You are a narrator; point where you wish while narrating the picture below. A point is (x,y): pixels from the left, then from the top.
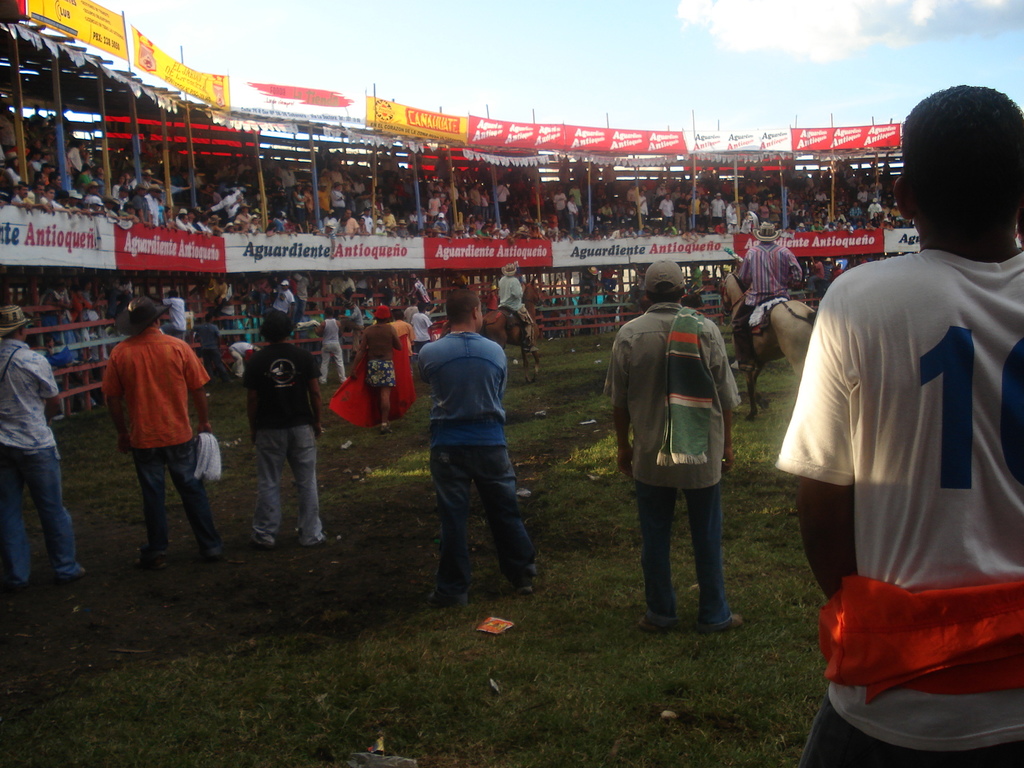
In this image on the ground (142,631) there are many people (488,378), and a few are riding horse (496,321). In the stadium (514,197) there are many people (364,224). There are banners (148,66). The sky (731,72) is cloudy.
